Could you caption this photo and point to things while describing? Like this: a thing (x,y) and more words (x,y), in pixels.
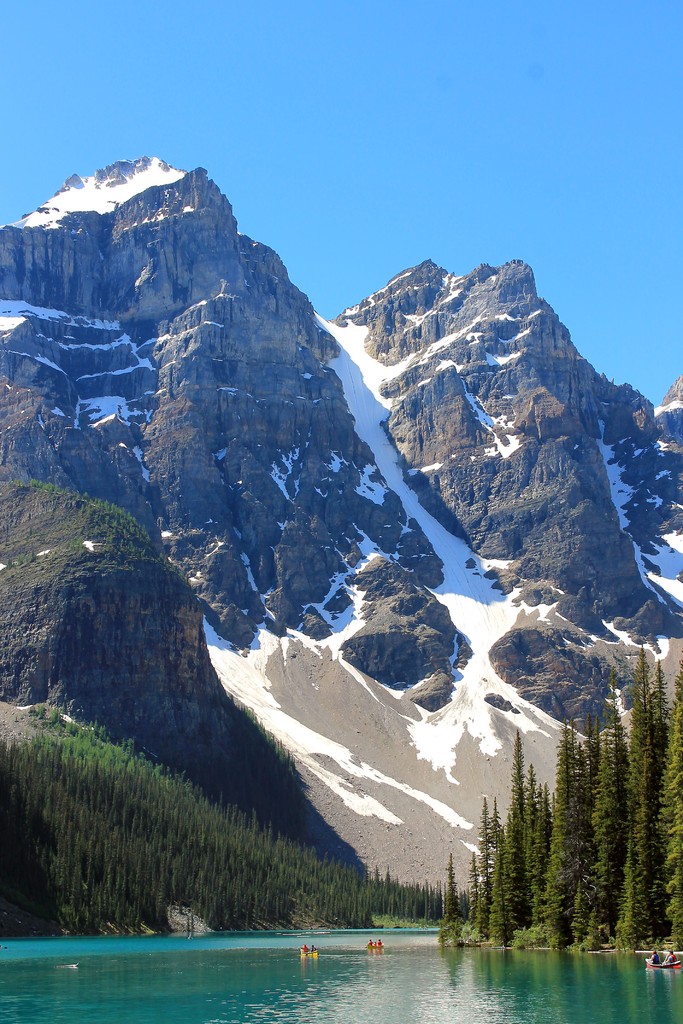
In the background (434,128) we can see the sky (354,101) and it seems like a sunny day. In this picture we can see the hills (485,597), trees (609,875), water (195,972), boats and the people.
